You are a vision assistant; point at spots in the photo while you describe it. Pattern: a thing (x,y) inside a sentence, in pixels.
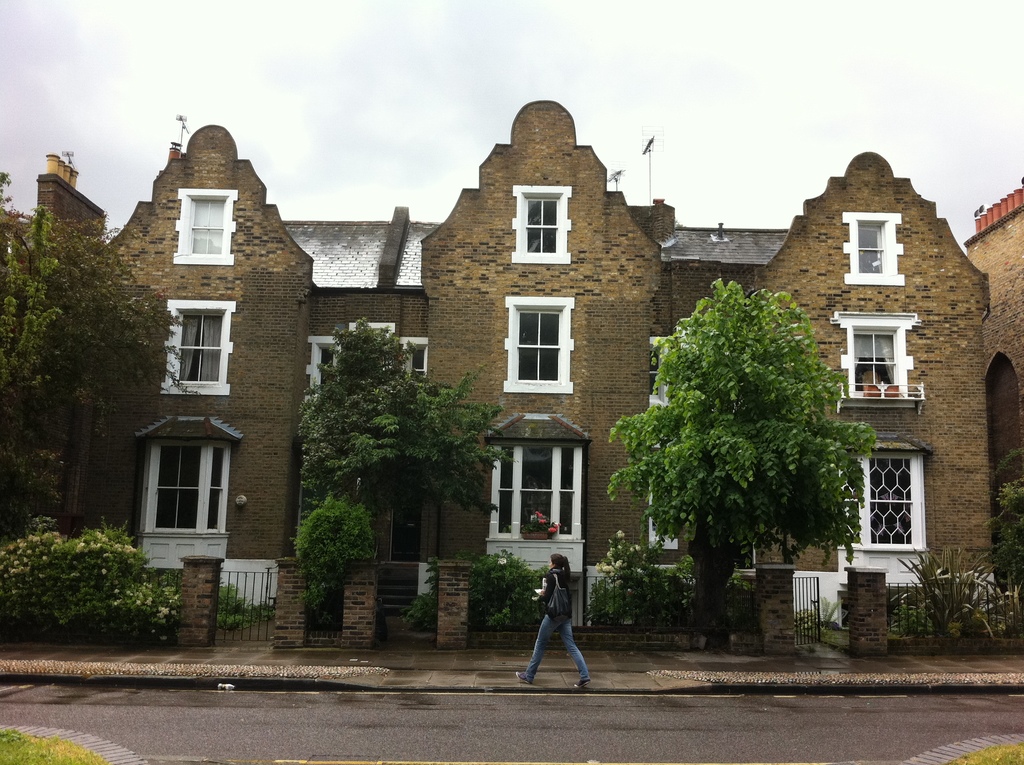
In this picture there is a girl (518,677) who is wearing jeans (545,616), shoe (587,682) and bag (565,606). She is holding books (538,592). In the back (971,351) we can see building (434,300) and trees (444,451). Here we can see gate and fencing (615,603) near to the plants (747,596). On the left (98,551) we can see some flowers (35,551). On the bottom left corner (13,740) we can see grass (57,761) near to the road (211,755). Here we can see poles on the roof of the building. On the top (415,58) we can see sky (354,62) and clouds (370,9).
